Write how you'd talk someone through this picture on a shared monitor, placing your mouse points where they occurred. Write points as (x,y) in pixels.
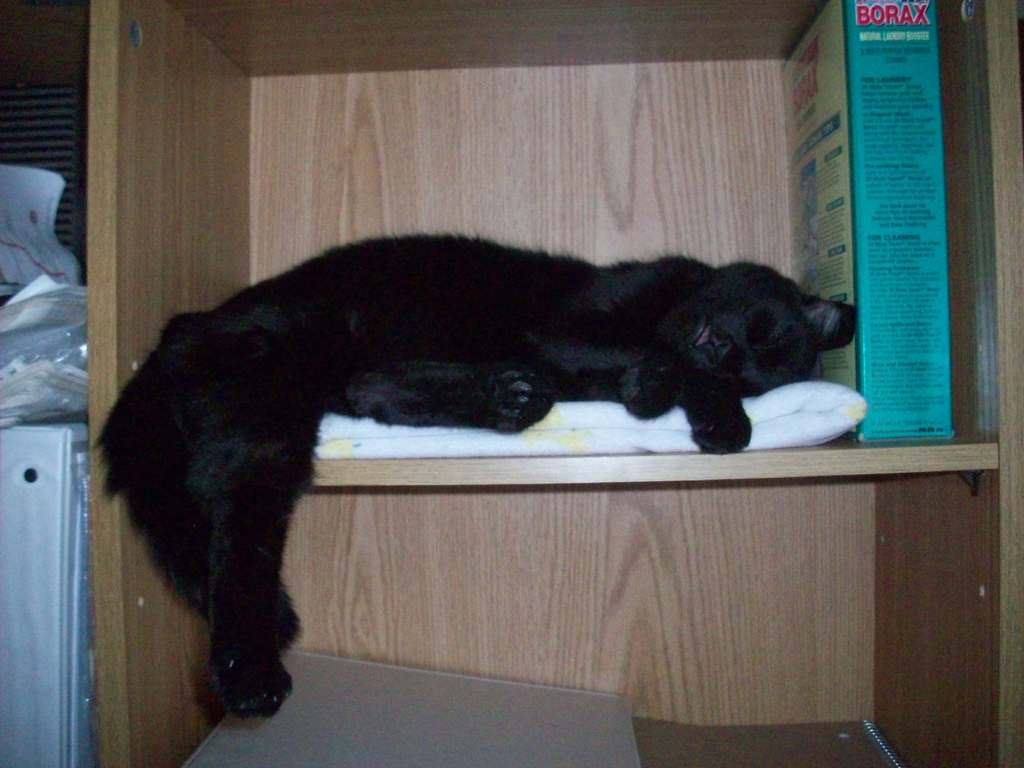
In this image we can see an animal (699,420). There are few objects (843,415) in the cupboard (853,385). There are few objects (41,479) in the image.
